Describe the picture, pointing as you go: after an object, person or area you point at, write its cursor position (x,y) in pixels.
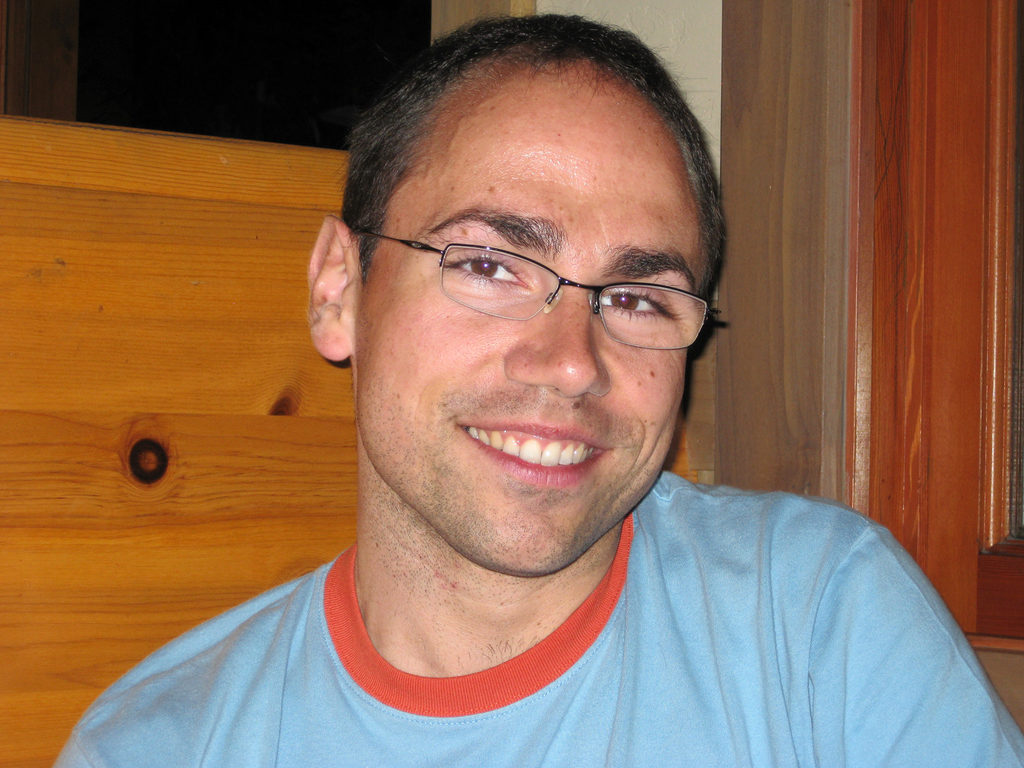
In this image we can see a man (506,720) is smiling. He is wearing a blue color T-shirt (466,686). In the background (91,379), we can see a wall (651,2). It seems like a window (944,448) on the right side of the image (944,478).
